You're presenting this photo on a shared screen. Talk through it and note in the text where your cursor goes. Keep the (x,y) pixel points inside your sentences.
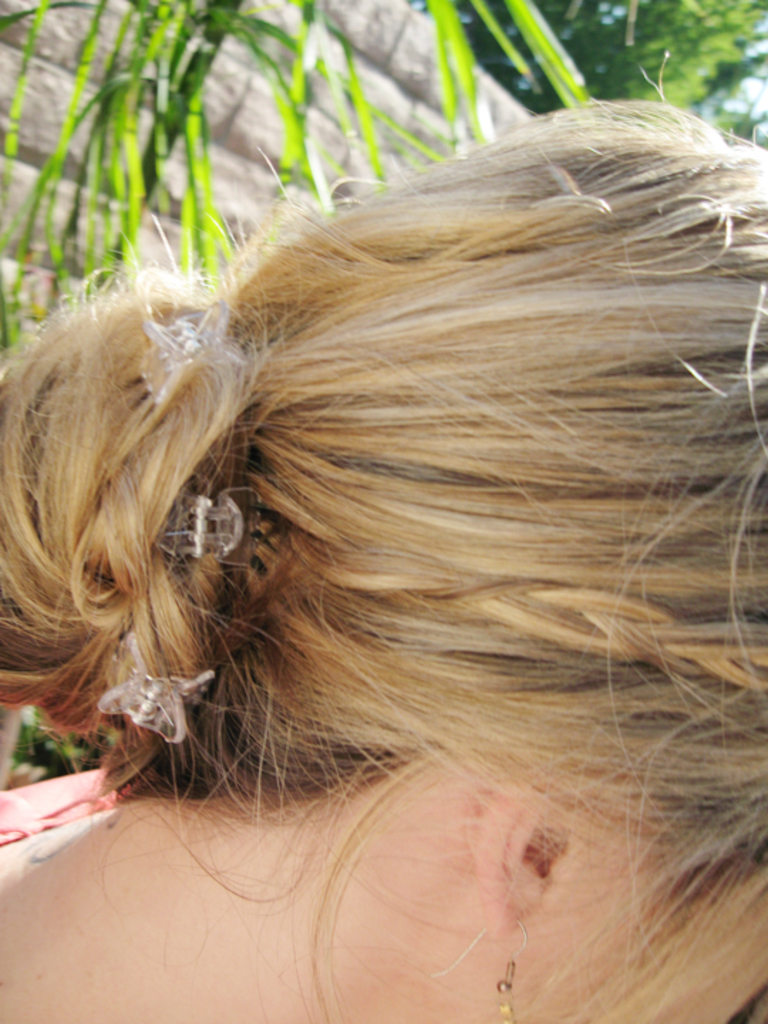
In this image there is a woman (377,488) in the front (347,647). In the background (451,60) there is a wall (219,125) and there is a tree (648,62) and in front of the wall (244,96) there are leaves (173,128).
